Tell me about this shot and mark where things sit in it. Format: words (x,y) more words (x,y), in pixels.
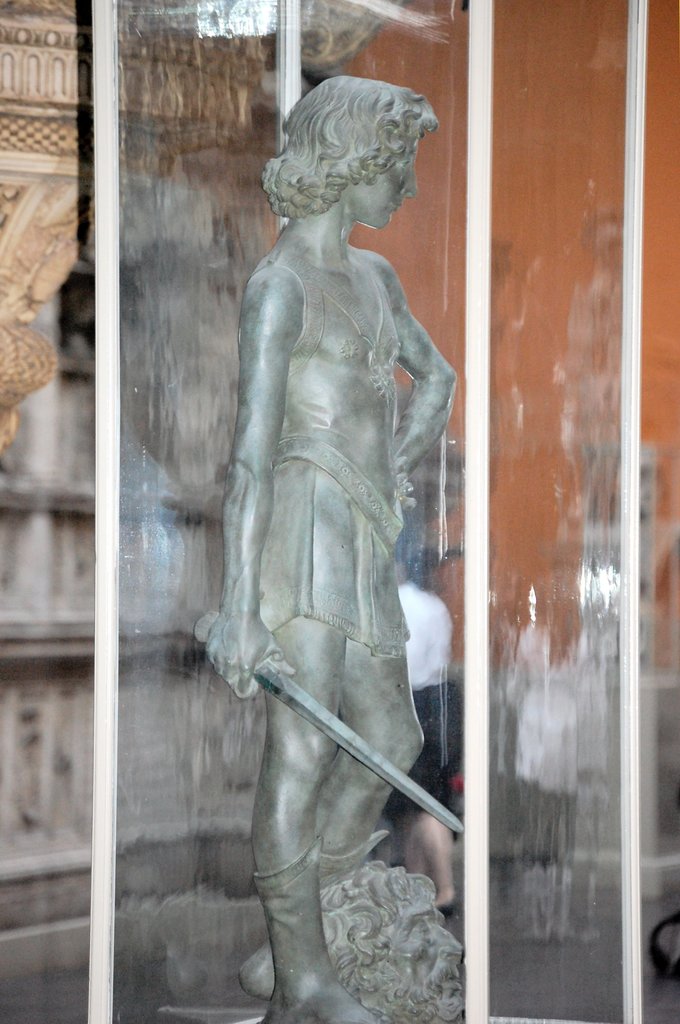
In this image there is a glass box (348,47). There is a sculpture (254,476) in the box (123,283). Behind the box (642,198) there is a wall (601,195). To the left (38,205) there is a pillar (49,140).
